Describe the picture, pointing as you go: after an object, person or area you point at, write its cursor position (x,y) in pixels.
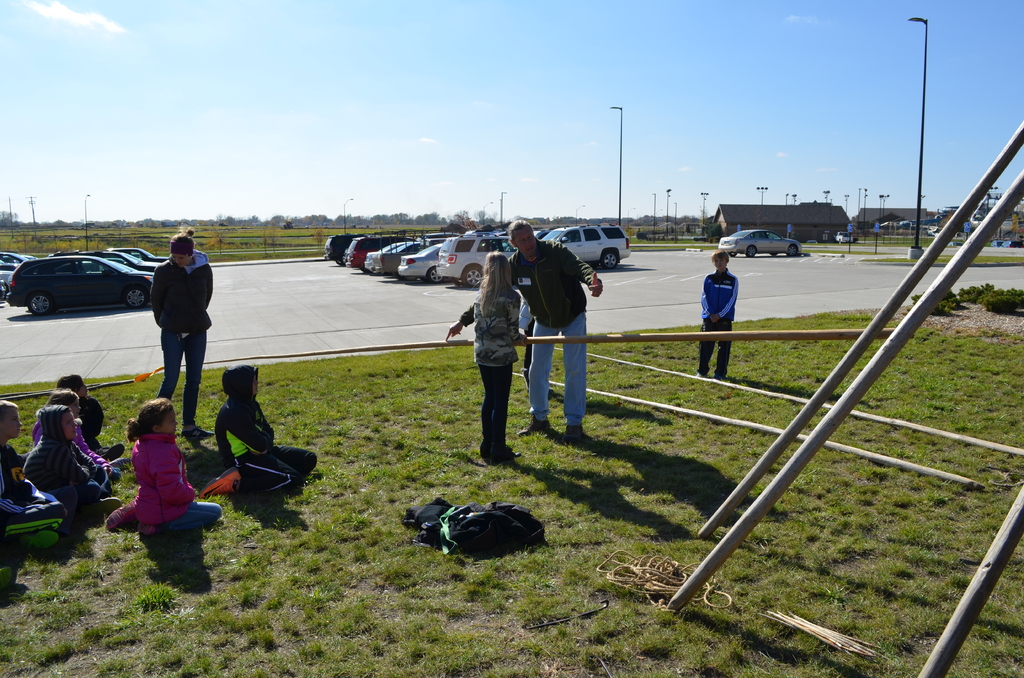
In this picture there are cars (481,277) in the center of the image (456,255) and there are children (51,530) and other people (532,293) on the grassland (209,456), there are bamboos (872,328) on the right side of the image (770,427) and there are houses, trees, and poles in the background area of the image (966,236).
